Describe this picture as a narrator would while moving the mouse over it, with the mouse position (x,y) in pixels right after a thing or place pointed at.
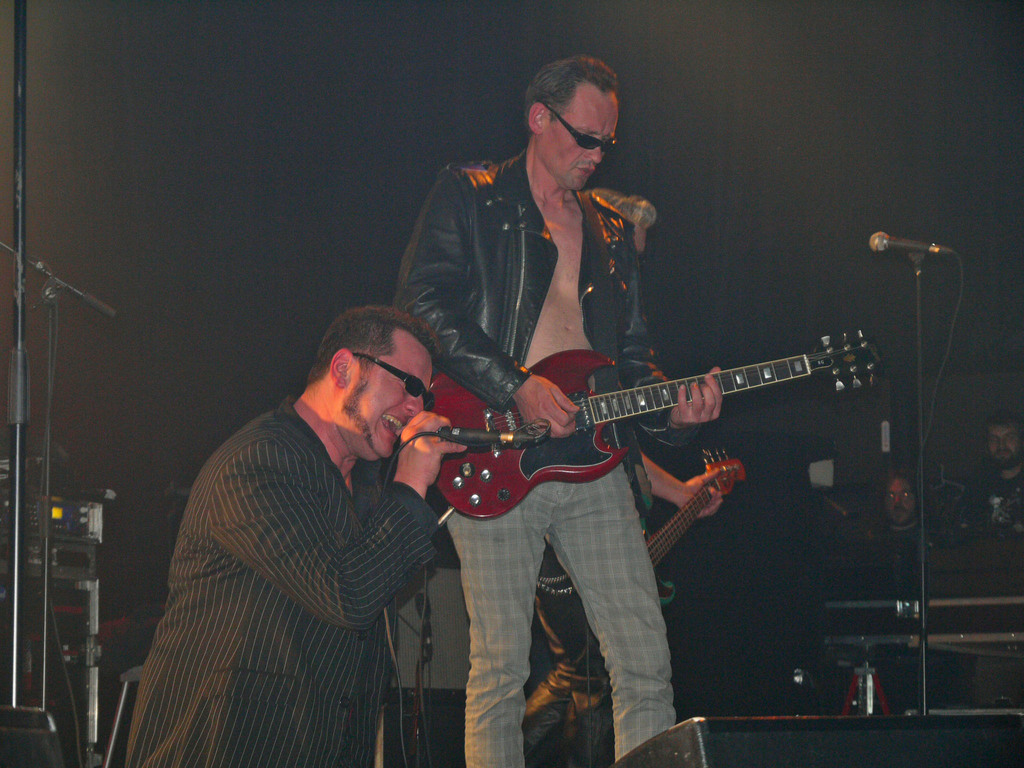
There are two people (370,450) standing. One person (510,286) is playing guitar (556,475) and the other person (386,426) is singing a song. This is the mic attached to the mike stand (920,272). Here I can find person (680,489) hand (698,489) holding the musical instrument (725,474). At background (1001,521) I can see two people (984,520). this look like some electronic devices (57,557) which is kept aside. This looks like a speaker (850,730) which is black in color.
